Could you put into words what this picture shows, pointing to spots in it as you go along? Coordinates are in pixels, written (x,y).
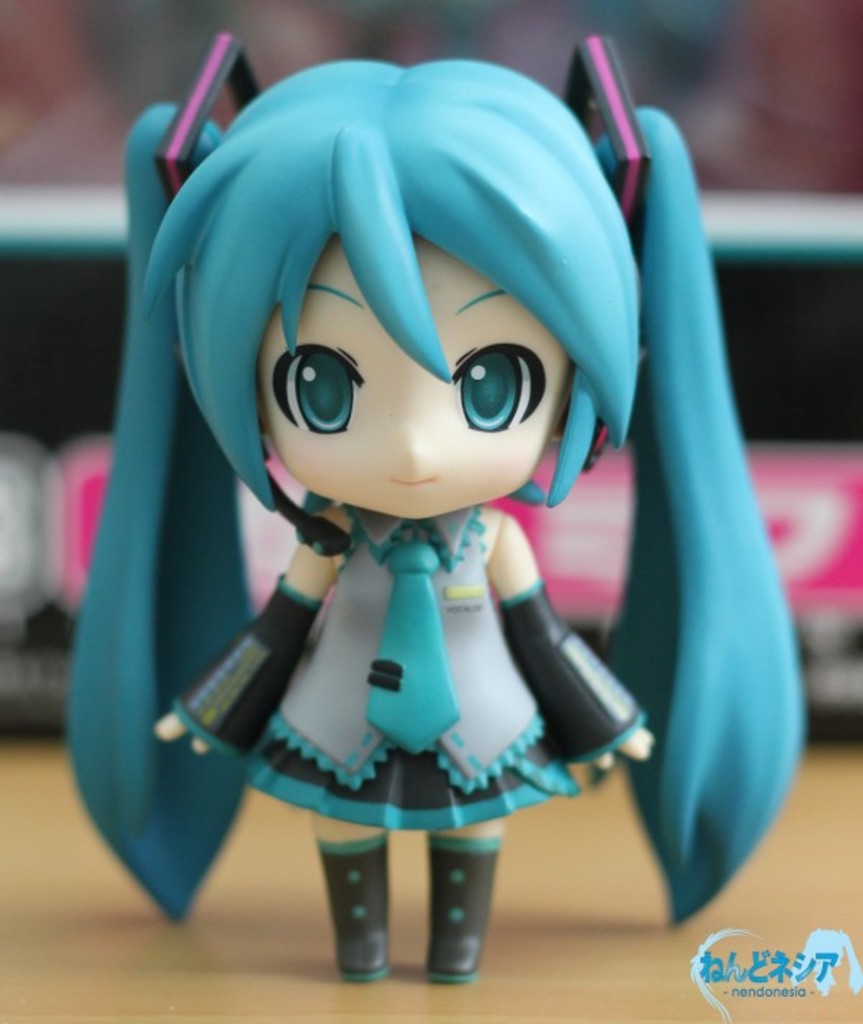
In this picture we can see a doll (457,882) on a platform (415,865) and in the background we can see some objects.
